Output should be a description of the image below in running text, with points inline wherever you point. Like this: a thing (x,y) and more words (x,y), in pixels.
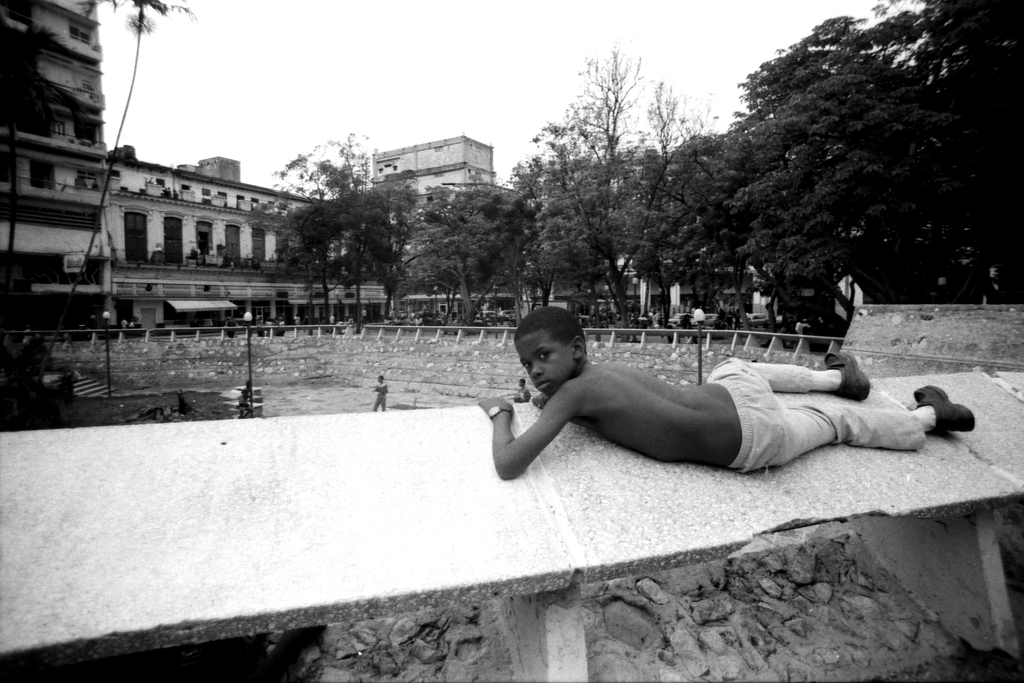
In this picture I can see buildings (57,71), trees (648,160) and few pole lights (251,388) and I can see few boys (383,394) on the ground (283,406) and I can see a boy (612,373) lying on the wall (946,483) and I can see sky (475,39).
